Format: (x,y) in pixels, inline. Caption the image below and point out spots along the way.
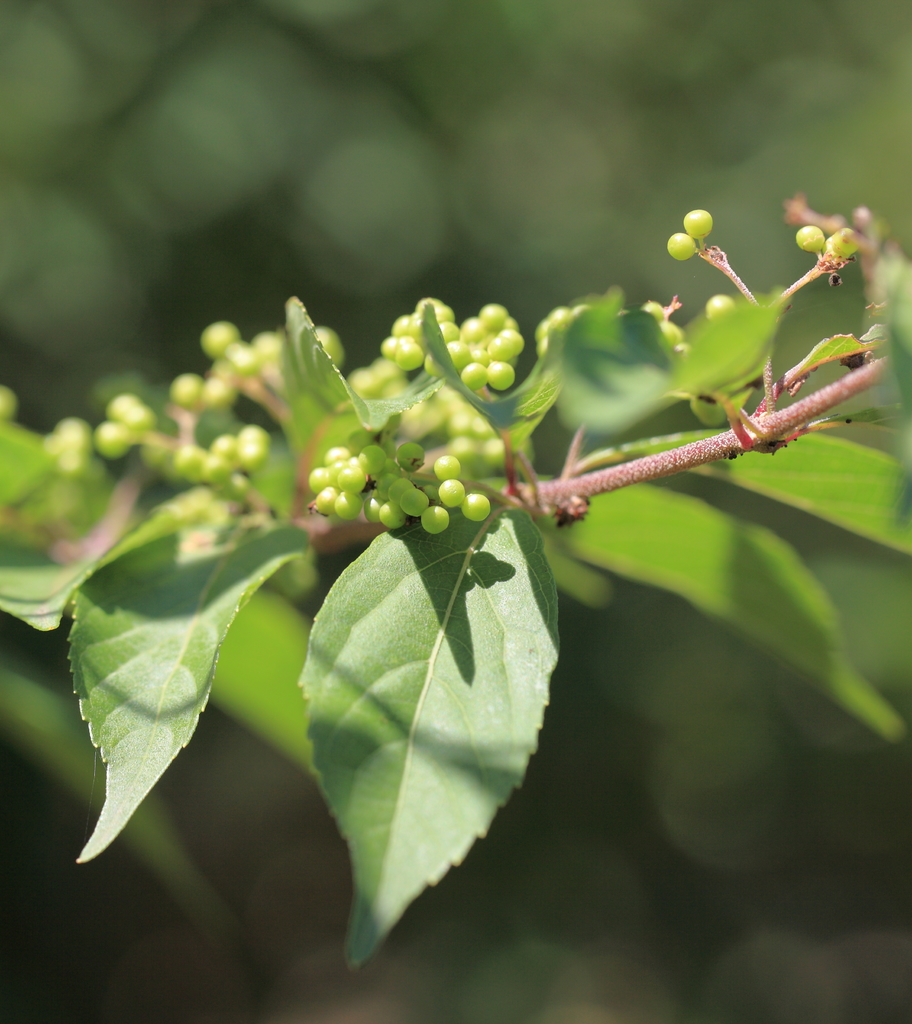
In this picture we can see the stem (186,426) with leaves (446,568) and those are looking like seeds (261,437). Behind the stem (179,435), there is the blurred background (9,222).
